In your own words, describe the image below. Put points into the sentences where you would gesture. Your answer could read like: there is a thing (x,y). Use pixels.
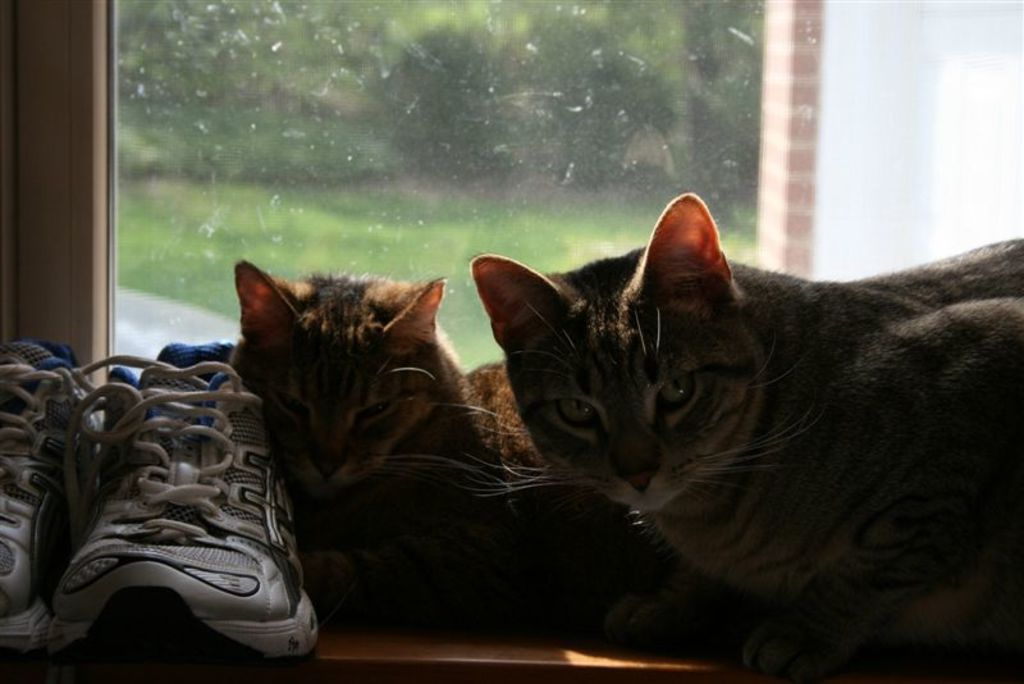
This image consists of cats (986,522) sitting on a desk (551,652). On the left (131,567), we can see the shoes (154,529). In the background (804,161), there is a window (612,202).
